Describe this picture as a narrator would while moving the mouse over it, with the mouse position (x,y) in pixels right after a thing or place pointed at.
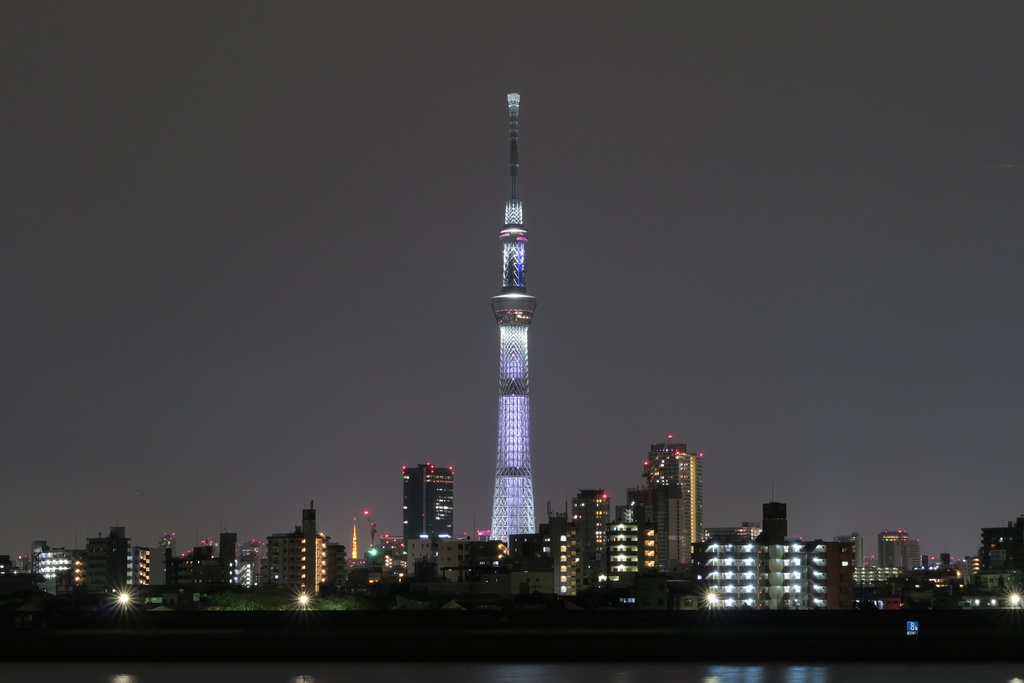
In this image there is a tower (513,126). There are many buildings (527,544). At the top of the image (768,87) there is sky (743,90).
